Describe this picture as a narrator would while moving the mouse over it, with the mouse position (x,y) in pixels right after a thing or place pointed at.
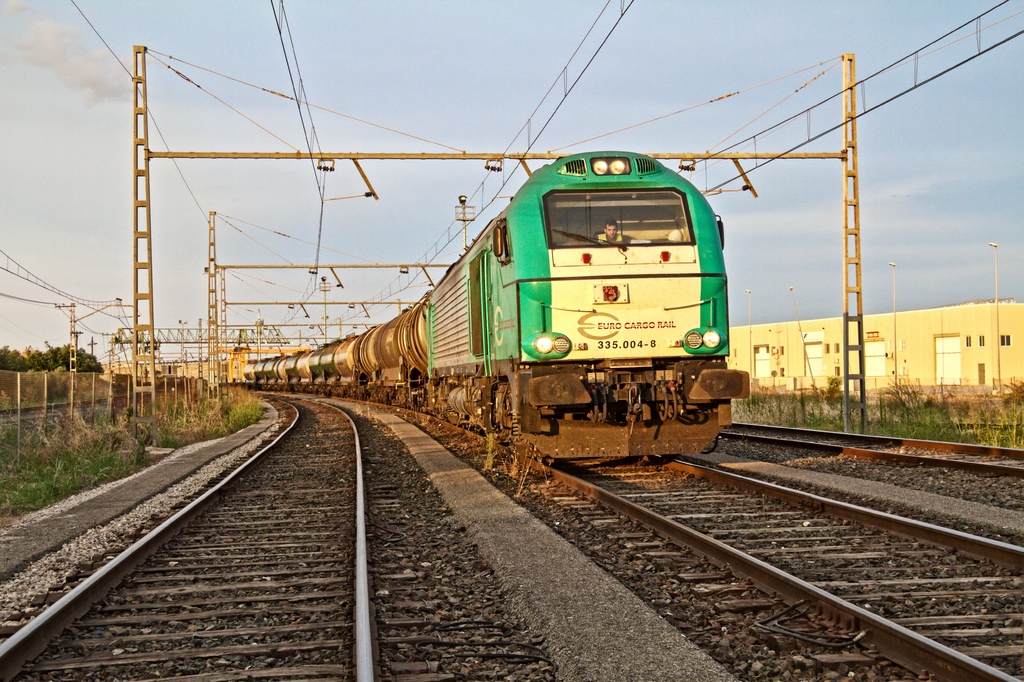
In this image, we can see the train (516,375) and some tracks (312,513). We can also see some grass (69,474), trees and some stones (175,492). There are some poles (134,360) and stands (850,388). We can also see the fence (162,385). We can also see a building (884,329) on the right (1008,321). We can see the sky (892,216).
